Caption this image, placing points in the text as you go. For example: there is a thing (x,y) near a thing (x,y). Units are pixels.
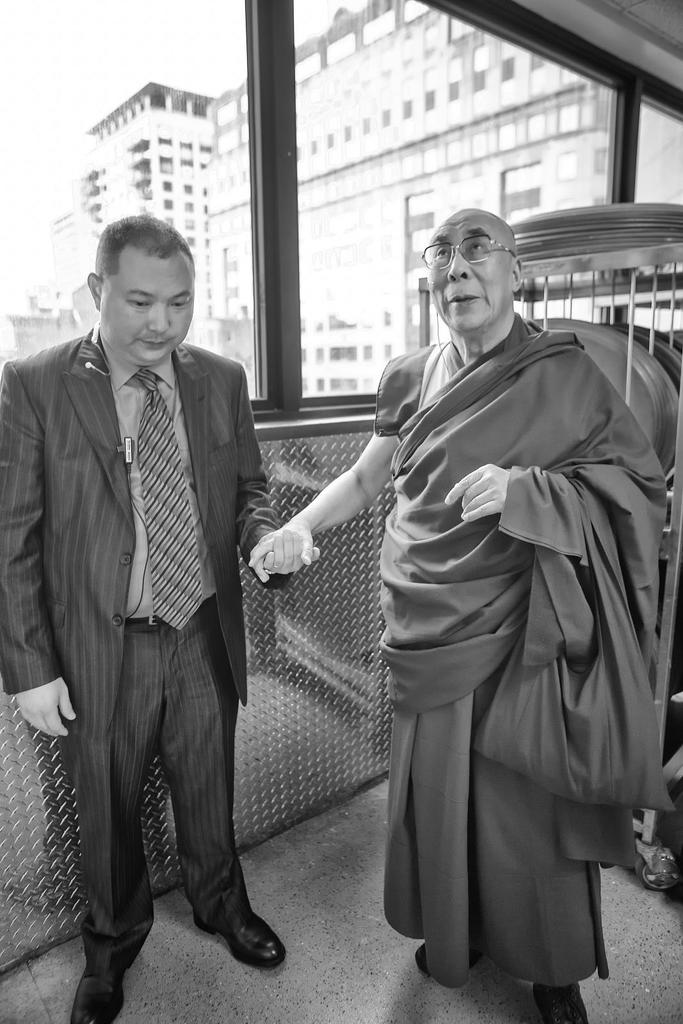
In this picture I can see there are two persons (512,781) standing here and in the backdrop (324,359) I can see there is a glass window (316,349) and there is a building (323,260) visible from the window (286,365).
